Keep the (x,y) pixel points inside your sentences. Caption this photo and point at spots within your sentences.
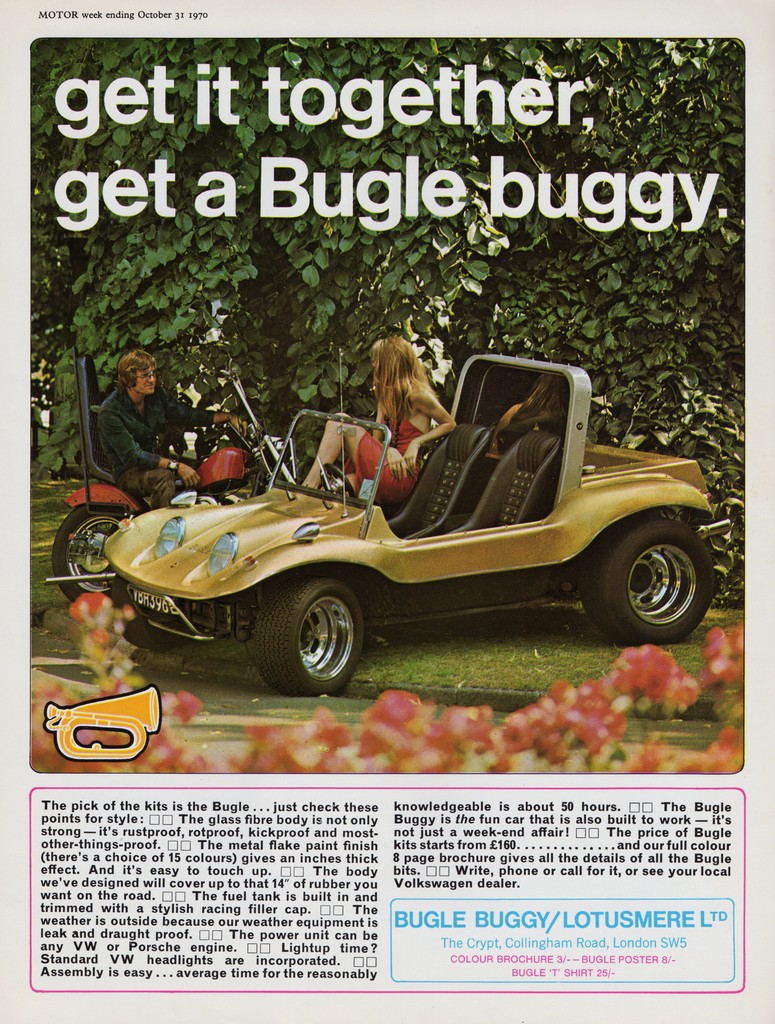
In this image we can see a paper (247,220) with the text (452,177), trees (345,280), flower plants (347,771), grass (522,673) and also a man (150,428) and a woman (441,406) with the vehicles (307,442).
